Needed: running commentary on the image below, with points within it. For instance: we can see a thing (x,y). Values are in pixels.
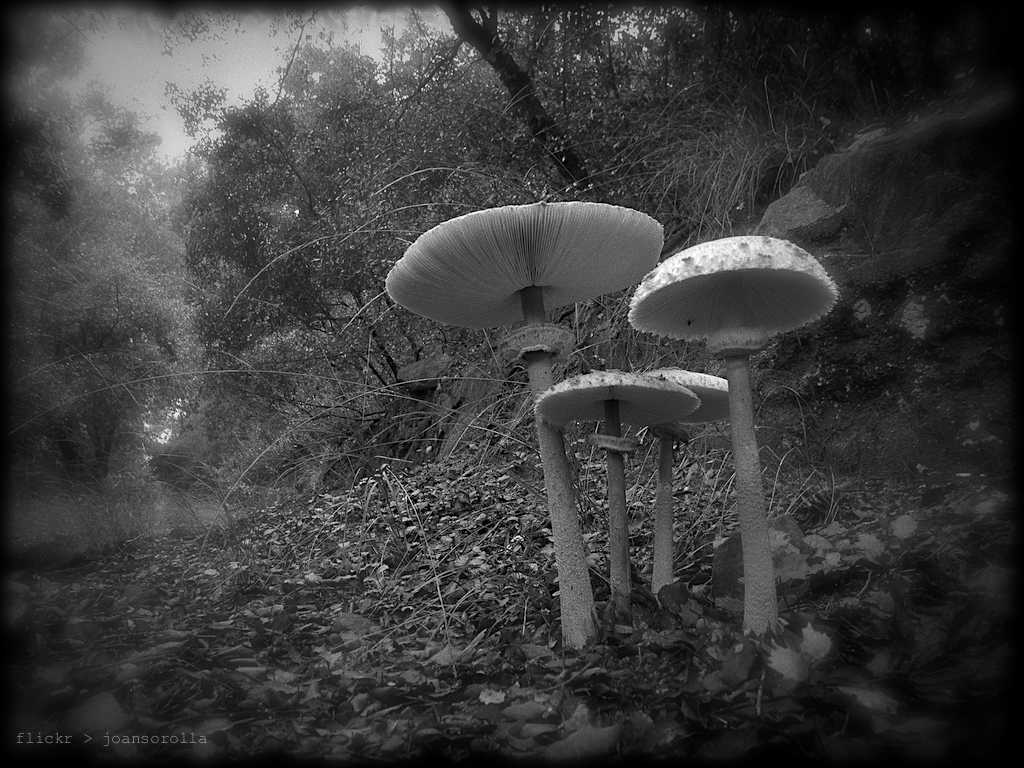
This is a black and white image and here we can see trees (344,305) and mushrooms (593,233). At the bottom (89,740), there is some text (145,738).
